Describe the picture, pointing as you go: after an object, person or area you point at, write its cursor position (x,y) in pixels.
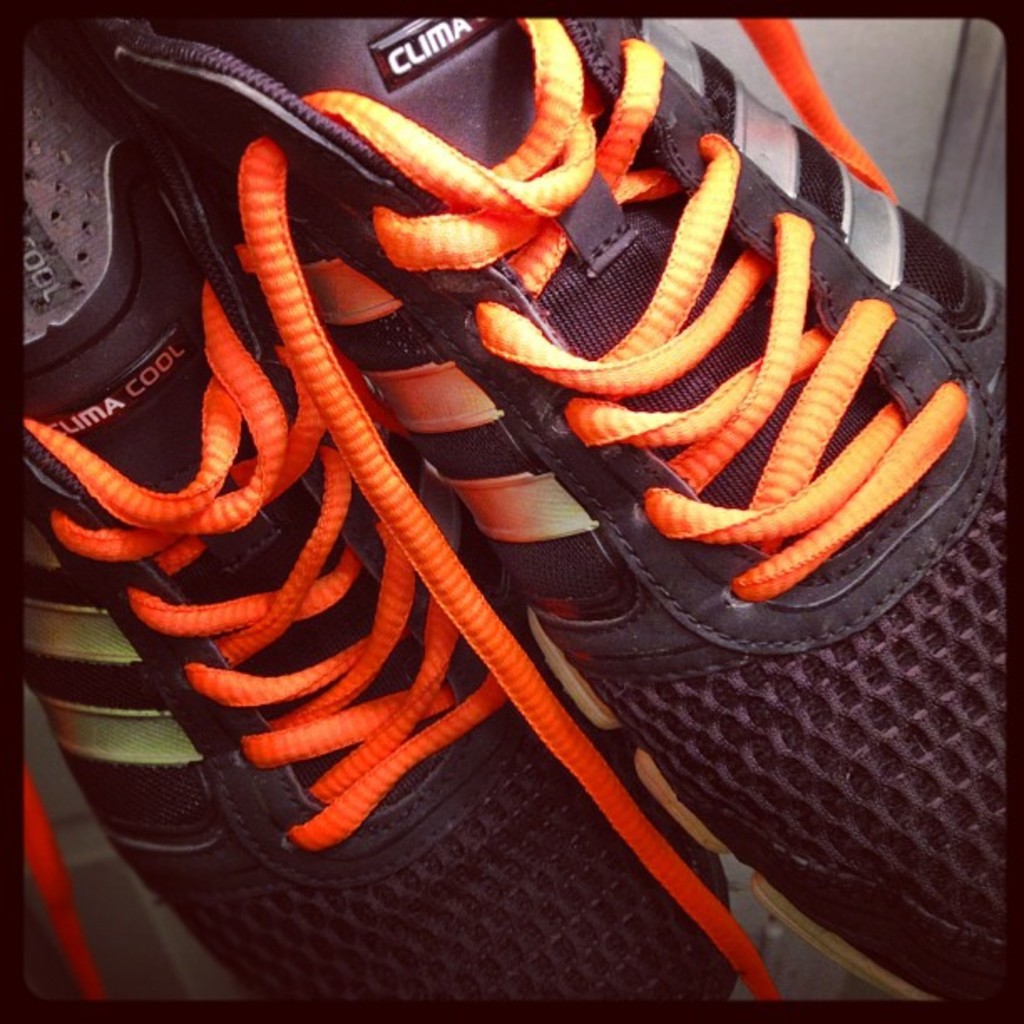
In this image we can see the shoes (374,779). It seems like a door (886,70) in the right top of the image (870,119).
